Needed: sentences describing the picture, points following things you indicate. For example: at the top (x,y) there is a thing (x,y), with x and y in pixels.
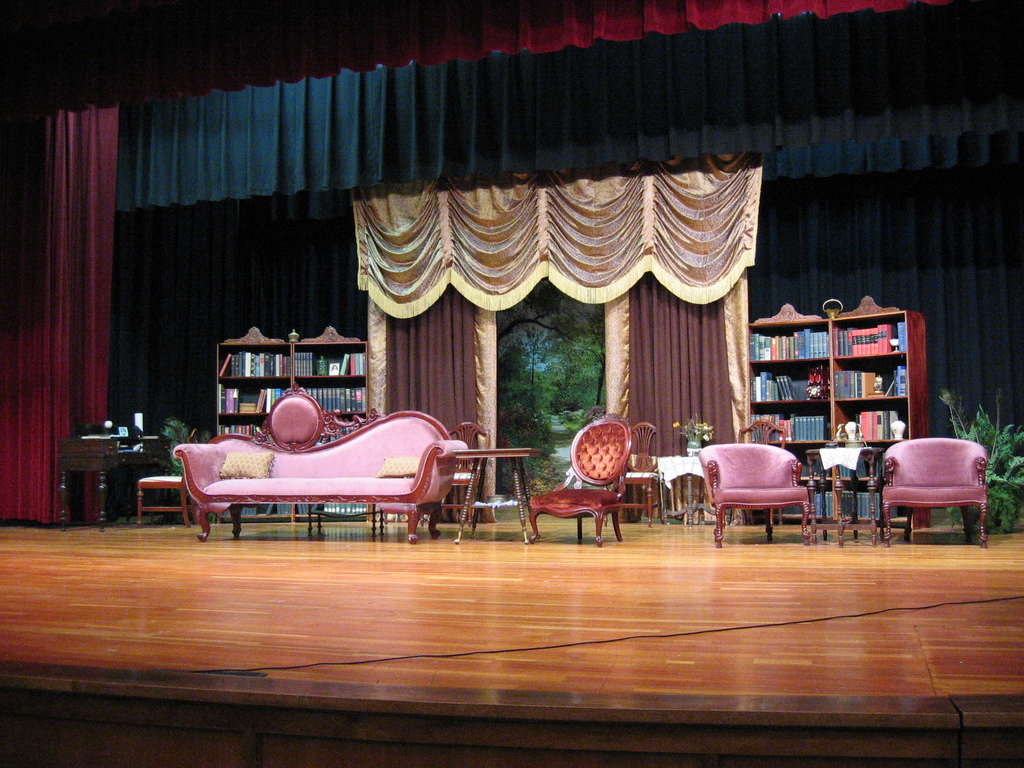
We can see sofa (211,466), chairs (653,474), table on the stage (418,564). On the background (523,253) we can see curtain (454,345), furniture (361,378) contain with books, plant (1023,468).
